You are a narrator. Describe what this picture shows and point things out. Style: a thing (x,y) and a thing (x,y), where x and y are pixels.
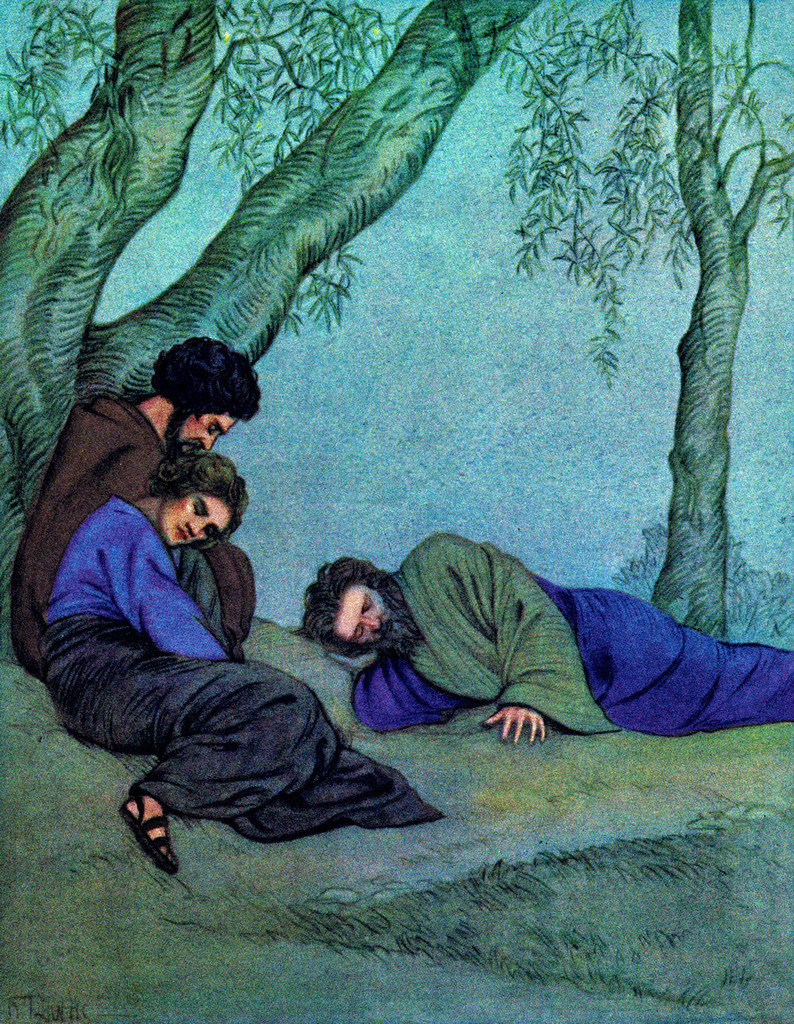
This is a painting. On the left side of the image (241,488) we can see two people (216,519) are sitting on the ground (790,760). In the middle of the image (401,648) we can see a man (670,695) is lying on the ground (481,770). In the background of the image (770,110) we can see the trees (702,360), sky (503,414), grass (575,849).
